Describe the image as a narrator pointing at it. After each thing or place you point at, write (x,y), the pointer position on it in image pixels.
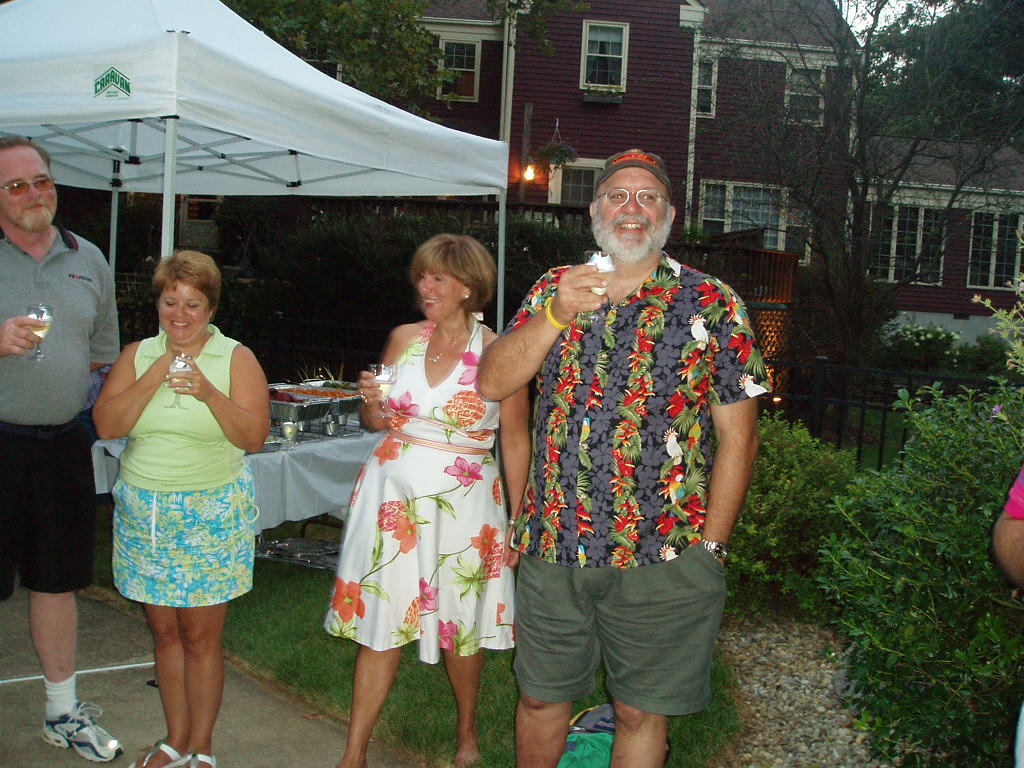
In this image there is the sky (900,12) towards the top of the image (890,20), there are buildings (702,148), there are windows (716,89), there are trees (424,49) towards the top of the image (380,42), there are plants (898,497) towards the right of the image (878,489), there is a table (343,465), there is a cloth (328,477) on the table (329,462), there are objects (332,399) on the cloth (297,472), there is a tent (186,99) towards the top of the image (167,65), there are two men (74,541) standing, there are two women (216,447) standing, they are holding an object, there is ground (243,749) towards the bottom of the image (31,743), there is an object (594,734) towards the bottom of the image (602,759), there is a person's hand (1012,531) towards the right of the image (1017,564), there is a light (527,173).
